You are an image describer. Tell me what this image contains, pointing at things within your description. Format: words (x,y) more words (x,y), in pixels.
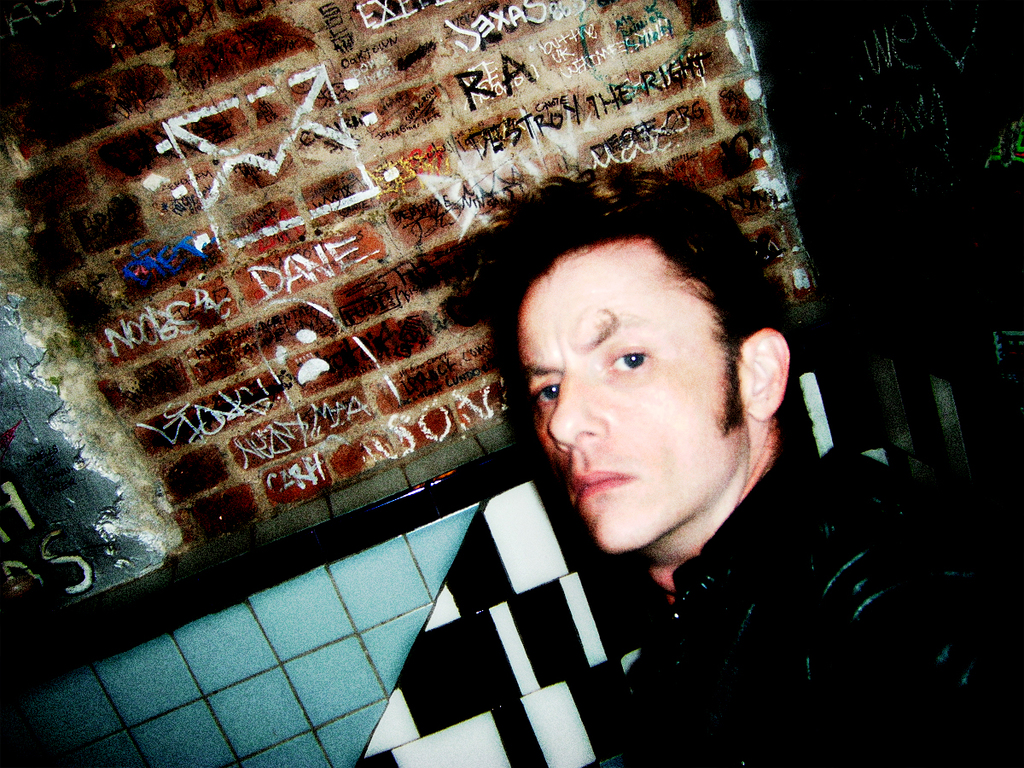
In this picture one person (551,294) is staring and something was written on the brick (327,259).
